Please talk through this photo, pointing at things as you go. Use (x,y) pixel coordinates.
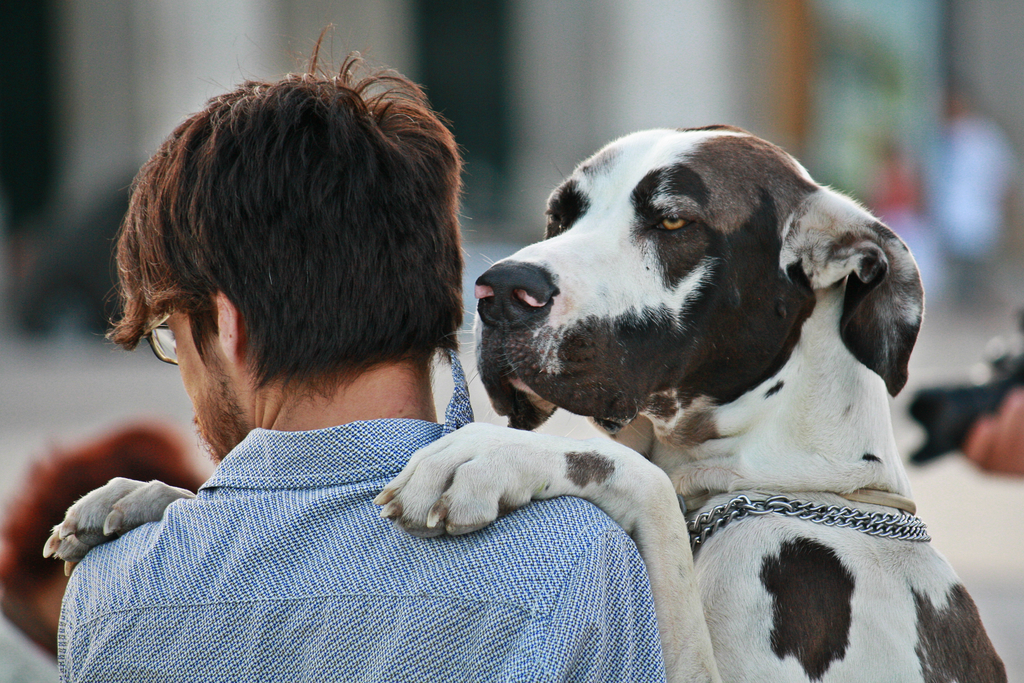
There is a dog (733,435) placed his first two legs (582,462) on a person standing in front of him.
